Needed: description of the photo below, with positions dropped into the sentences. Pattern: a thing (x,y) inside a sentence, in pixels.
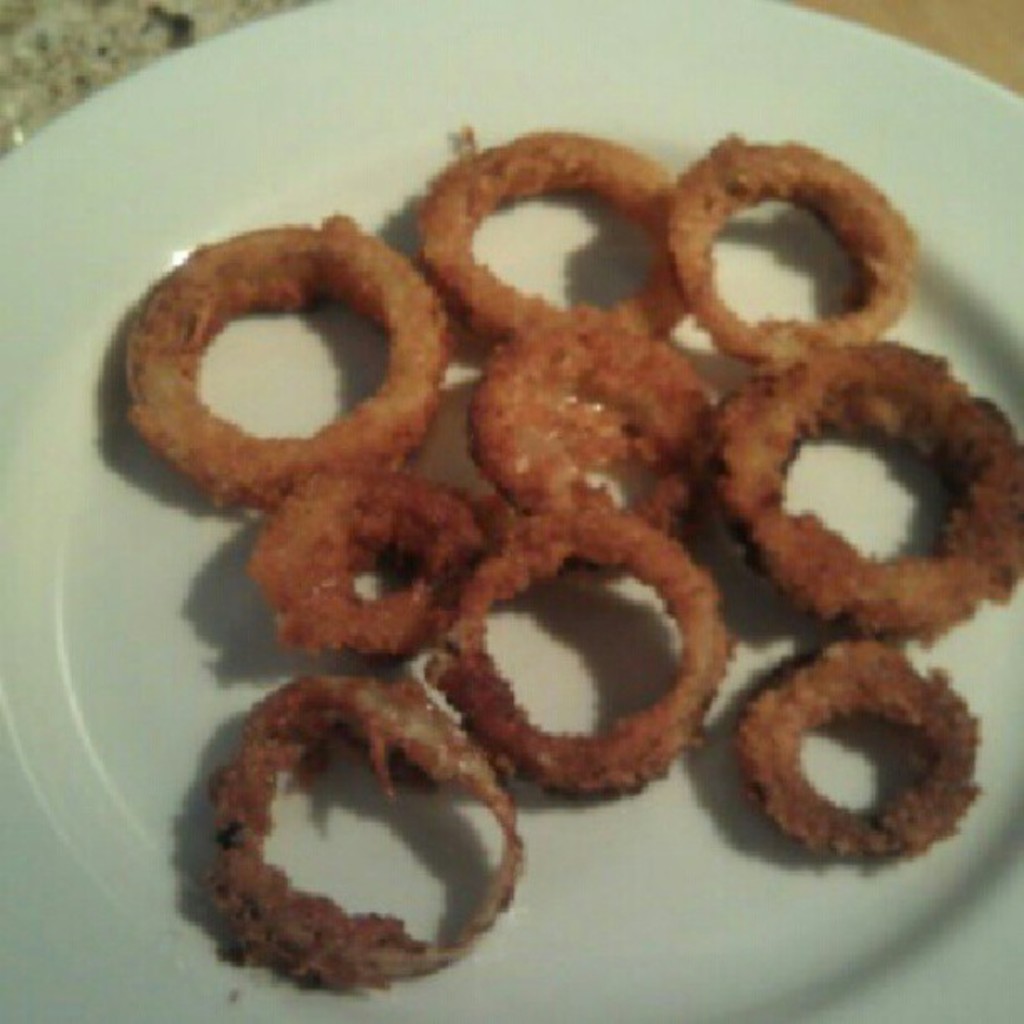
In this image I can see a white colour plate (555,73) and on it I can see brown colour food (301,530).
